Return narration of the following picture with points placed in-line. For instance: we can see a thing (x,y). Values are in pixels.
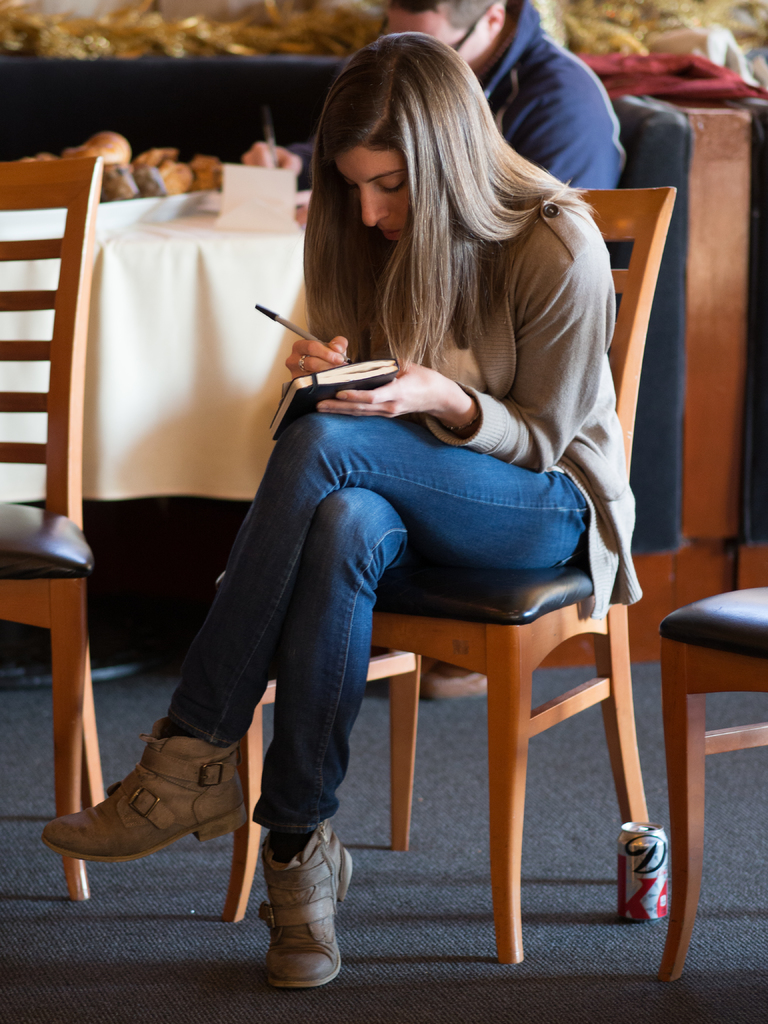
This picture shows a woman (441,460) sitting on a chair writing something, behind her there are two chairs (37,543), in the background (525,82) we can see a person (502,62) writing something in his notes (283,192) and also we can see a table (157,255) with cloth (161,354). Behind a woman (428,461) there is a drink (652,890).
